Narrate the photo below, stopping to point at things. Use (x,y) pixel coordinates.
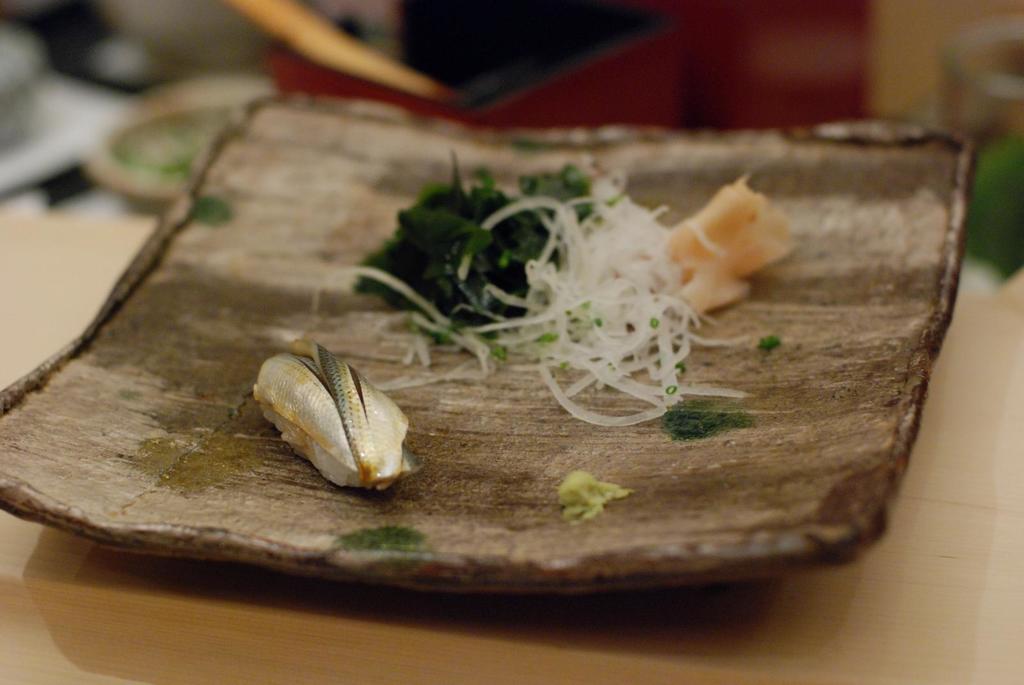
In this image I can see the brown colored surface (662,635) and on it I can see a wooden plate (784,495) which is brown in color. On the plate (753,456) I can see a fish (372,406) and few other food items (487,246) which are green, white and cream in color. I can see the blurry background (845,65).
